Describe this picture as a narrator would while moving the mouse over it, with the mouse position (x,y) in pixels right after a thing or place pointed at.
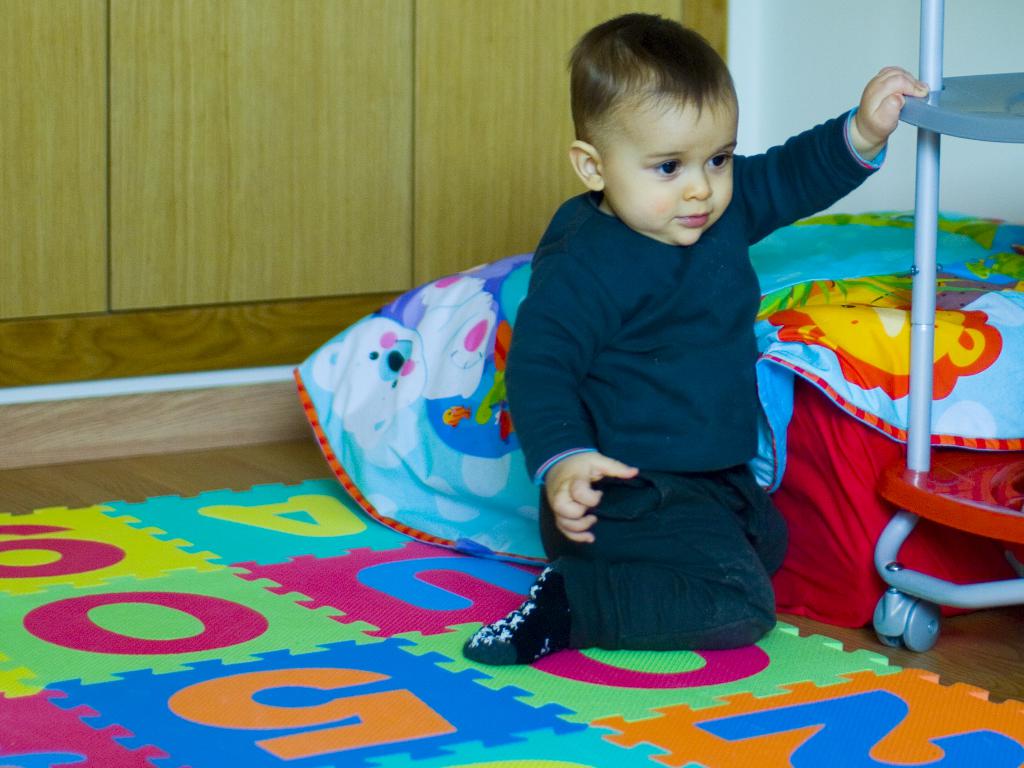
In this image there is a kid (676,358) in the center (658,367). In the background (496,251) there is a wardrobe (477,159). On the right side (1004,119) there is a stand (1004,121) which is red and blue in colour and there is a cloth (834,312) which is blue in colour. In the front (544,705) there is mat (303,630) on the floor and there is a cloth (832,515) which is red in colour.
